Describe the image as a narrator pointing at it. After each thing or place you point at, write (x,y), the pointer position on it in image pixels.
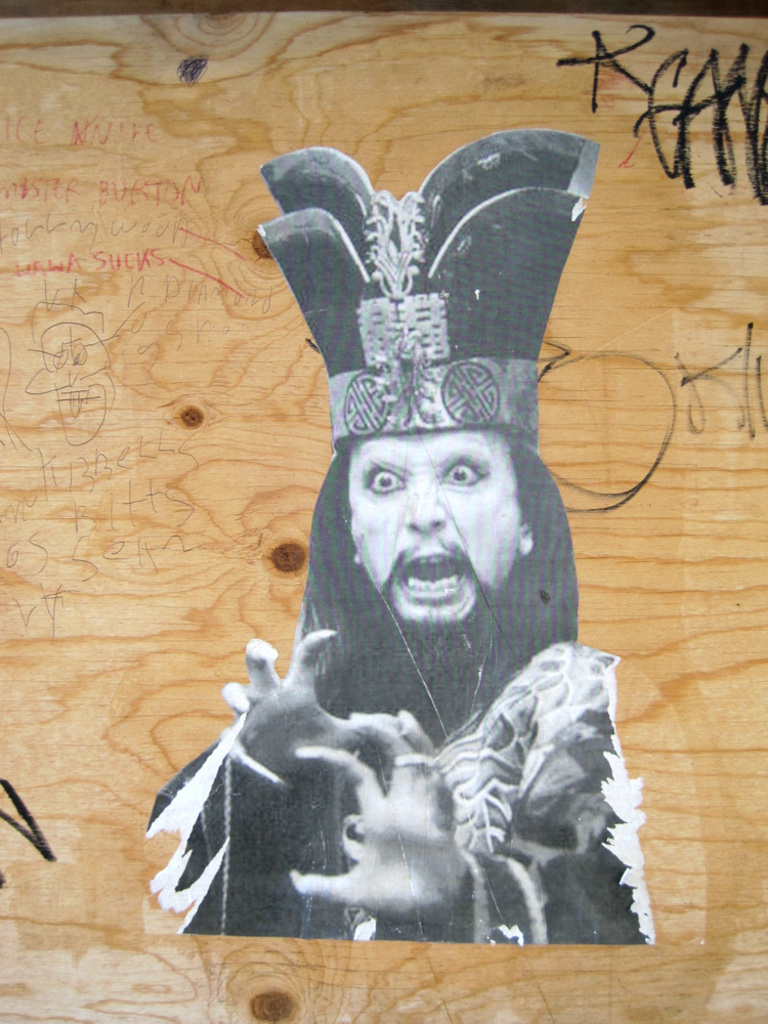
In this image, we can see a human sticker (301,789) and some text (718,378) on the wooden surface (634,103).
